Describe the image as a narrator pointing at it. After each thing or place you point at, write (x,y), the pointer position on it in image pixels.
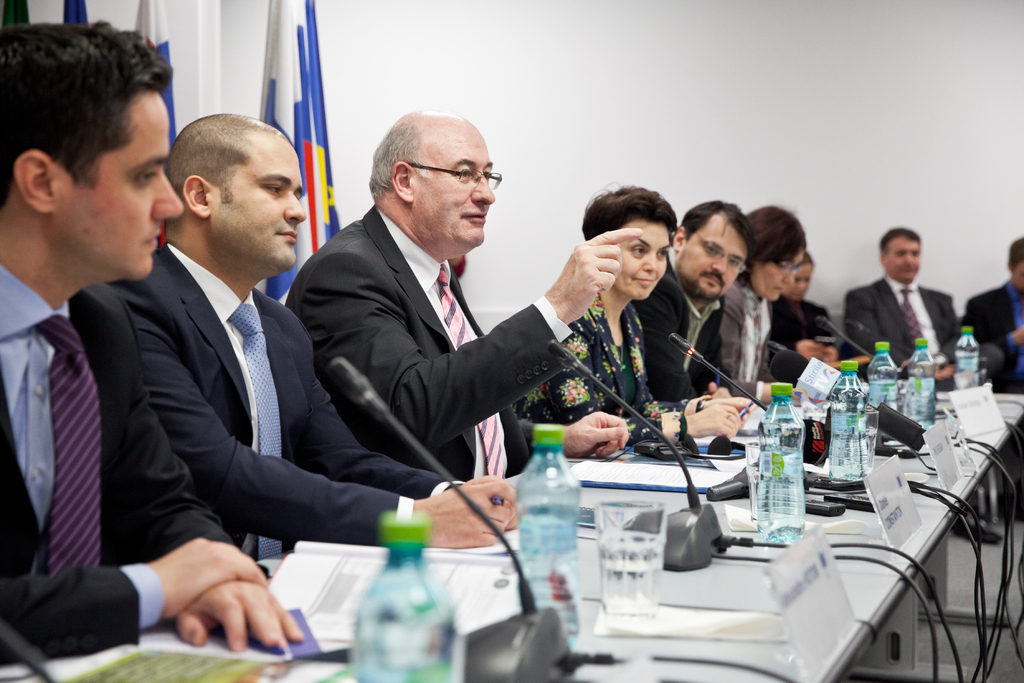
There are group of people (305,398) sitting in a line, in front of a table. Everyone is having microphone (570,354) in front of them. On the table (739,538) there are water bottles (780,513), name plates (793,598) and papers (293,564). Some of them are holding pens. Everyone is wearing a coat (208,400). There are men (589,298) and women (627,307) in the group (717,271). Behind them we can observe flags (306,138). And in the background (532,91) there is a wall (737,87).
